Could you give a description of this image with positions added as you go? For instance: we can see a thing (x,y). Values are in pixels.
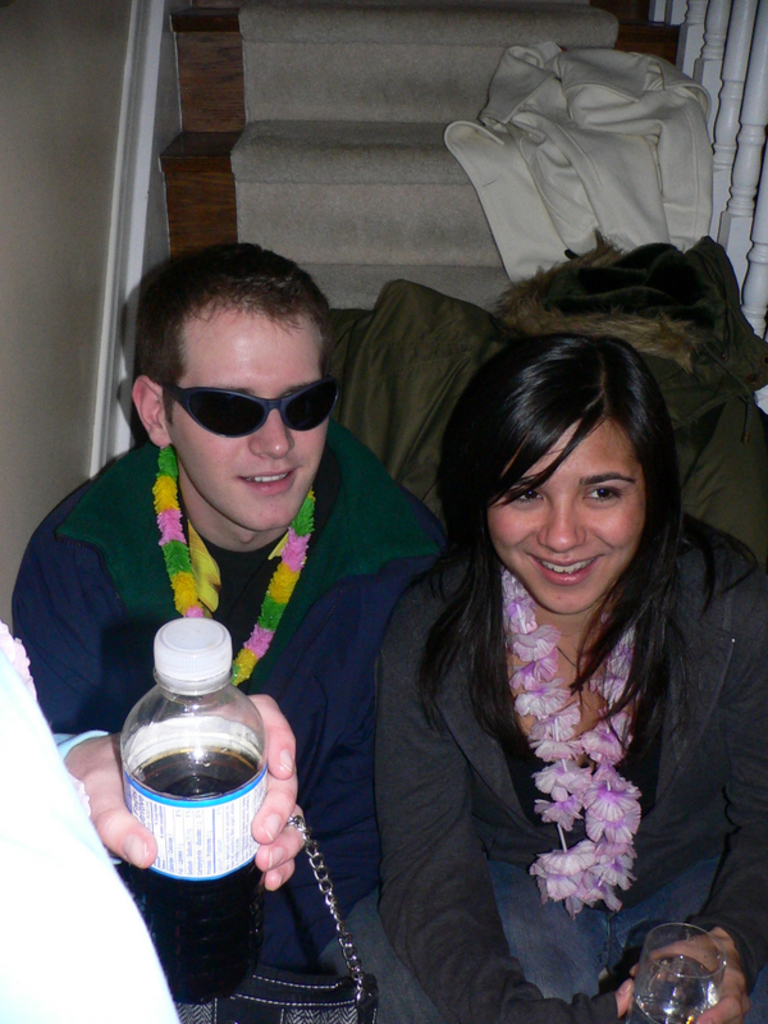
This man (334,564) and this women (538,675) are sitting on steps (359,50) and smiling. On this steps (356,214) there is a carpet (401,132) and jacket (495,146). A person (84,871) is holding a bottle (175,812). This woman (609,699) and this man (281,679) wore garland (262,654) and holding a glass (686,967) of water (682,1003).
